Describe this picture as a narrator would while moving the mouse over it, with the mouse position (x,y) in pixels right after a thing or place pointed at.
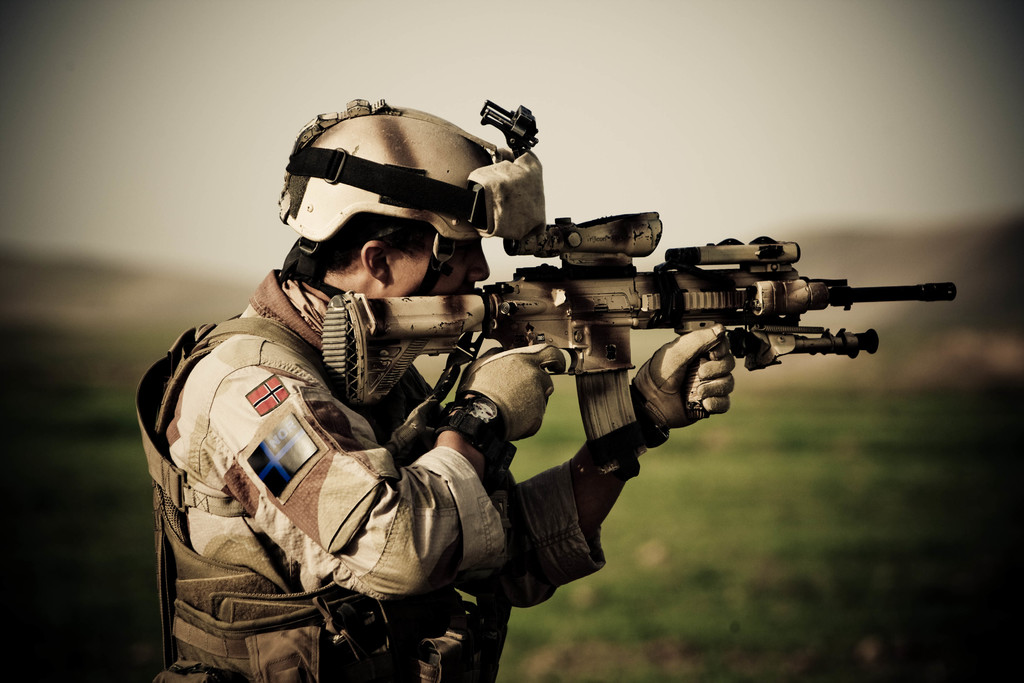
In this image, we can see a person (495,358) wearing uniform (358,430), a helmet (372,206) and wearing gloves (545,372) and holding a gun (646,309) and the background (573,168) is not clear. At the bottom (754,534), there is ground (754,534).
